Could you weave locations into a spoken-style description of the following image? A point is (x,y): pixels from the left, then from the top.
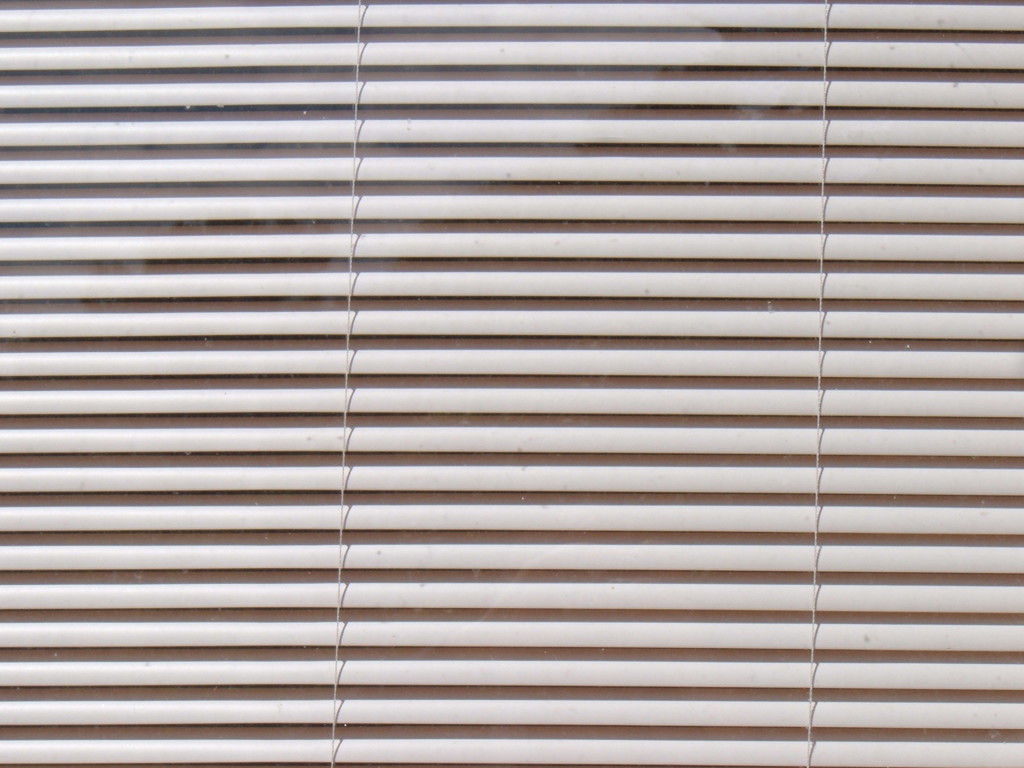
In this picture we can see a white color object (772,312) seems to be a window blind (382,635).
